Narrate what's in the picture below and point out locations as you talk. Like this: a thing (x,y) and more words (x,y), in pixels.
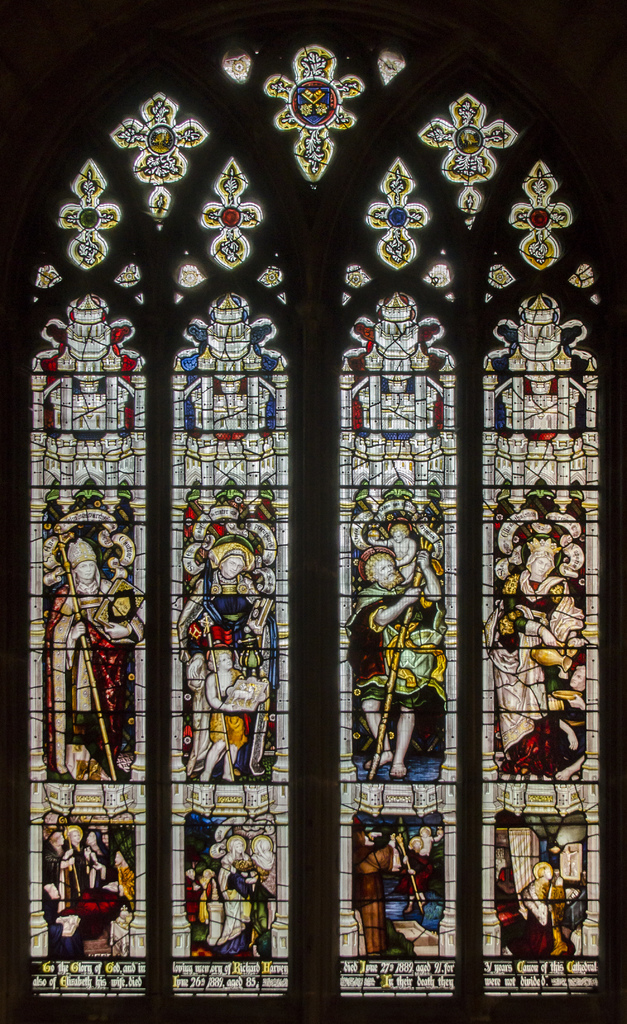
In this picture we can see a window (260,528) with colorful glass paintings (267,645).
